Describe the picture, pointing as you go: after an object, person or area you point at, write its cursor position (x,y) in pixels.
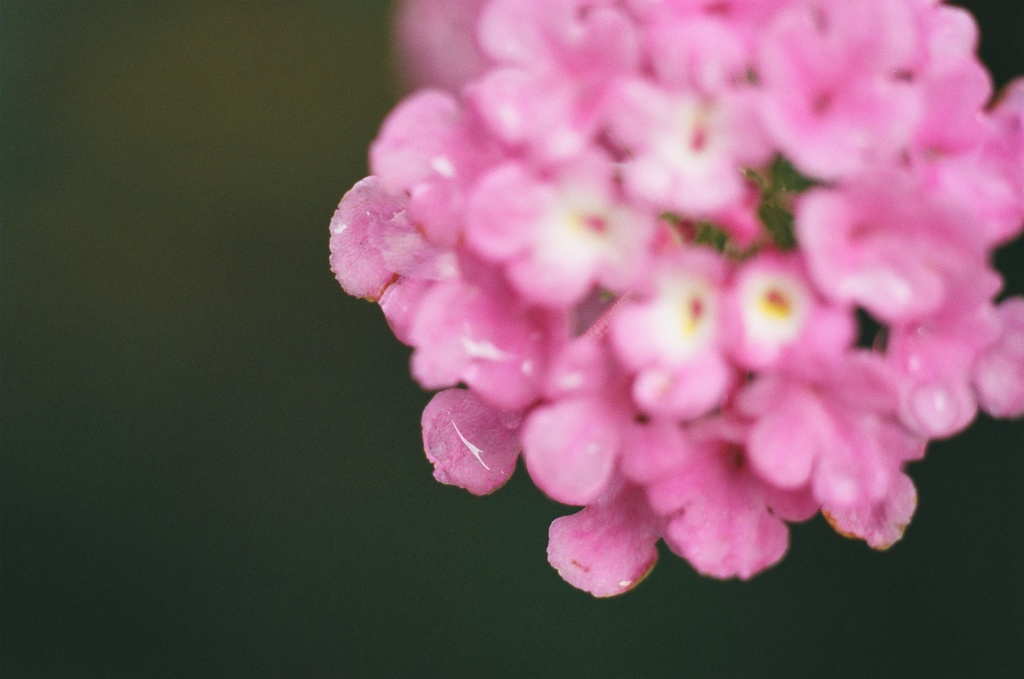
We can see pink flowers (442,470). In the background (195,126) it is blur.
